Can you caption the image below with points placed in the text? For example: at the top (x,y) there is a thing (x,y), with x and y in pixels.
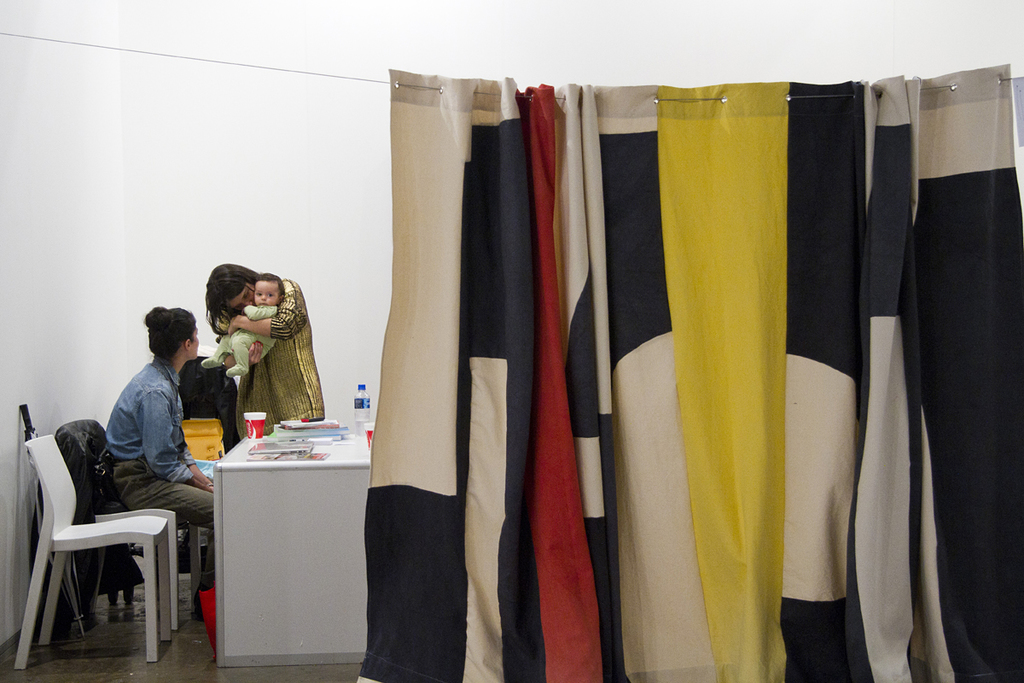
In this image I can see a curtain (961,268) with colorful, on the left side (279,320) I can see two persons (157,392) a person (263,383) wearing a yellow color skirt (294,366) and she holding a baby (252,345), in front of him there is a woman (173,392) sit on the chair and wearing blue color jacket (136,394) and background (237,164) I can see a wall (249,172) in front of the table (355,433) there is a book (321,424), bottle (356,401) and glass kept on the table (234,461).
